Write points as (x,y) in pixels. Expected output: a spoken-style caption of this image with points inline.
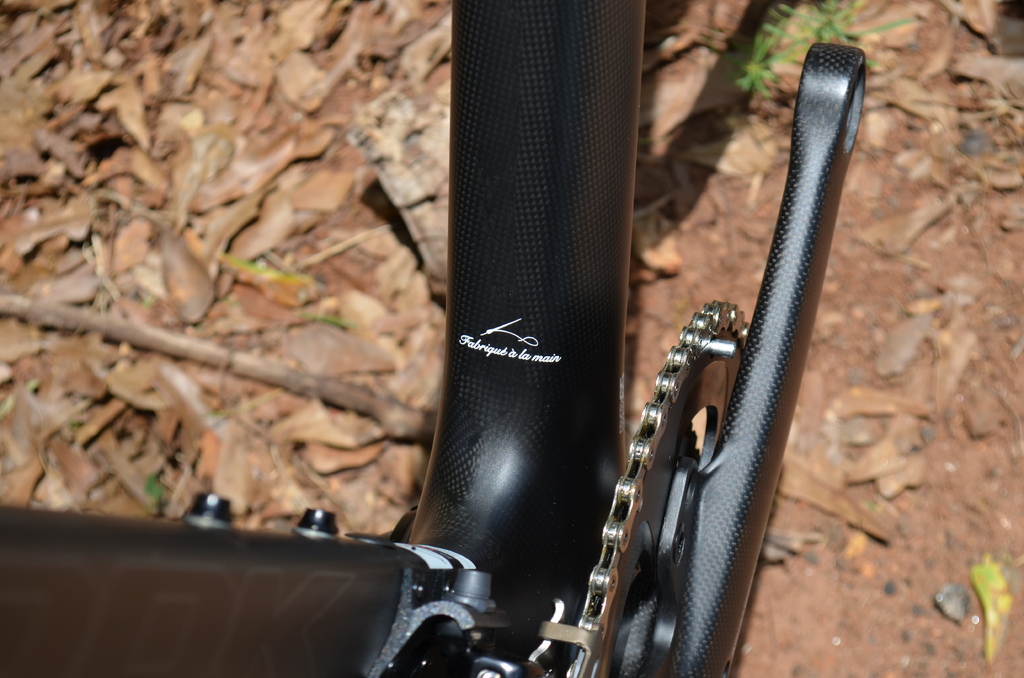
This picture is mainly highlighted with the partial part of a bicycle (509,620). At the bottom portion of the picture (896,479) we can see the dried leaves (228,329), twig (223,364) on the ground (917,470).
